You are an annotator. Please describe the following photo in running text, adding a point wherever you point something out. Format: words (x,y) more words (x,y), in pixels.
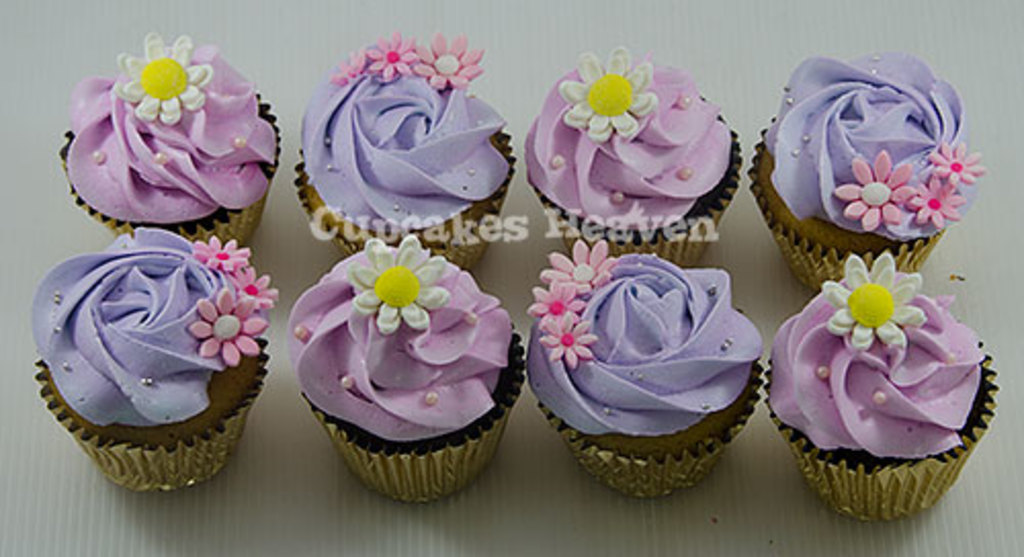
In this picture, we see eight cupcakes (479,332) and the cream (187,188) of the cakes (135,194) are in purple and violet color. In the background (330,260), it is white in color.
